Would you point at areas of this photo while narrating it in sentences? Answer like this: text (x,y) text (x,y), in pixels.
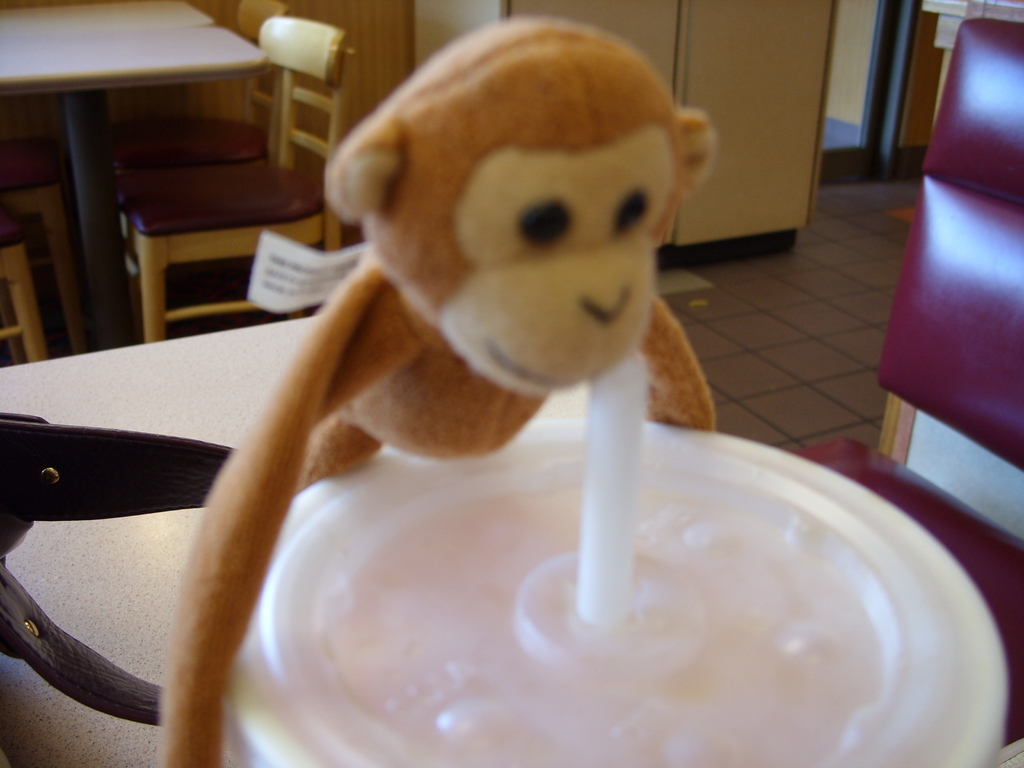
In the picture we can see a monkey doll (574,174) and a glass (420,643) with straw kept near it, on the table (178,391), the table (180,404) is white in color, and two chairs (988,174) are placed near the table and the background (745,422) we can see a cupboard (756,242), table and chairs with the floor (732,422) which is brown in color.
